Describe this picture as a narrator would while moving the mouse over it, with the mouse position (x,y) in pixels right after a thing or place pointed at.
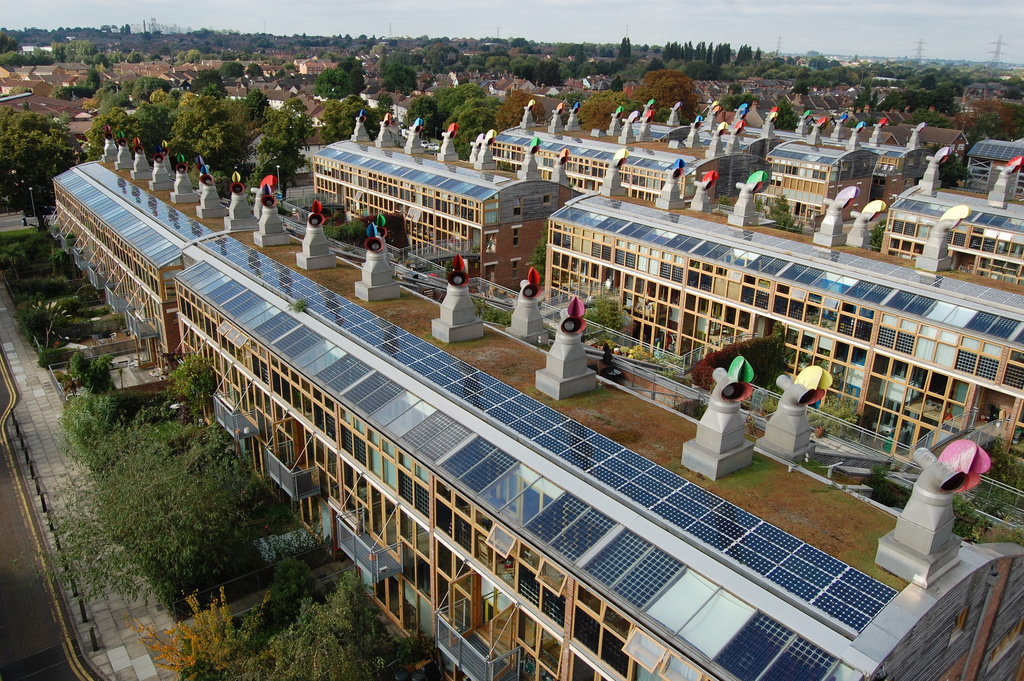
In this picture we can see the top view of houses (473,495) and glass window (370,519). In the front (162,552) bottom side there are some trees (165,532) and pedestrian walking area (46,395). In the background (141,83) we can see some trees (441,65) and houses (593,76).
